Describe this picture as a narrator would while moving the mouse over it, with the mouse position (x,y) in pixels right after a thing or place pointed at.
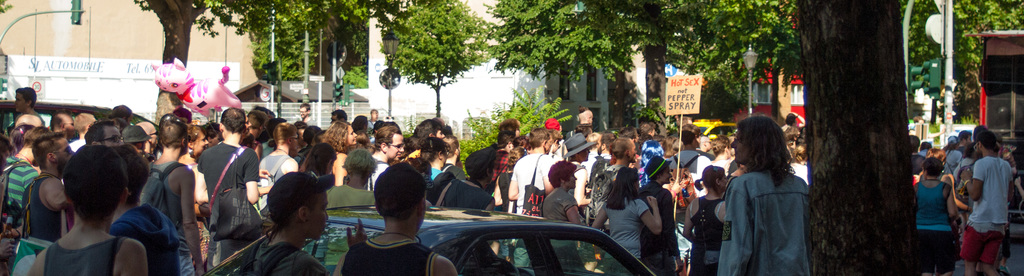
At the bottom of this image (409,275), there are persons (949,152) in different color dresses (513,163), a vehicle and a tree (845,160). In the background (777,35), there are trees (527,26), plants (533,117), buildings (114,31) and poles (319,73).
